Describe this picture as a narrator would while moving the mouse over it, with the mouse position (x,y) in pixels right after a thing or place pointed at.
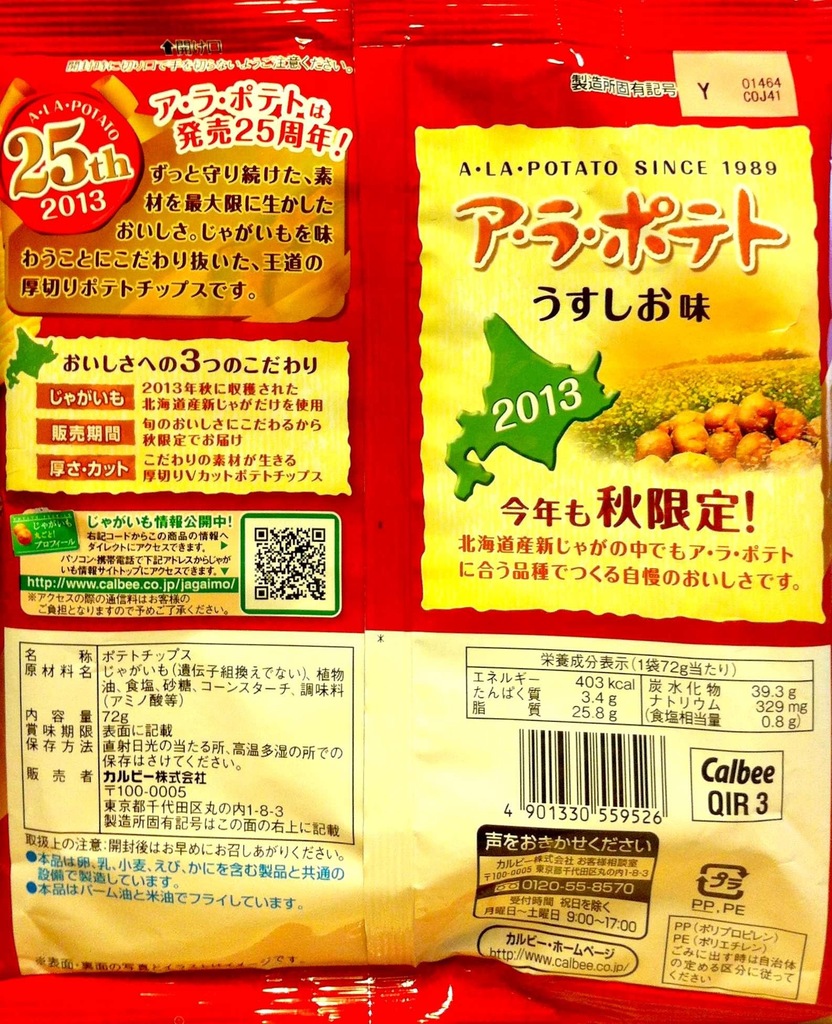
In this image we can see a red color packet (370,382) with the text (186,794) and barcode (649,806).
